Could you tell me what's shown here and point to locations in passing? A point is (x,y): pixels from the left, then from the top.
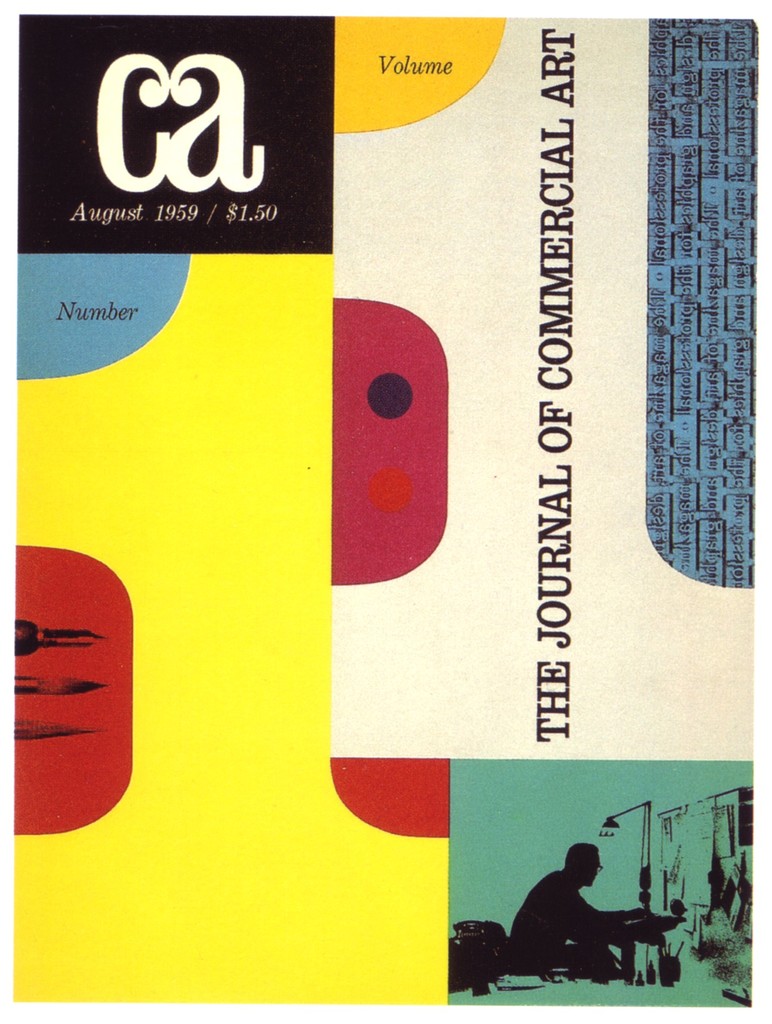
This a graphic edited image with some texts (143,91) on the right side (556,394) top corner and on the left side (197,133) with some color shapes (258,634) on the bottom (325,804).
